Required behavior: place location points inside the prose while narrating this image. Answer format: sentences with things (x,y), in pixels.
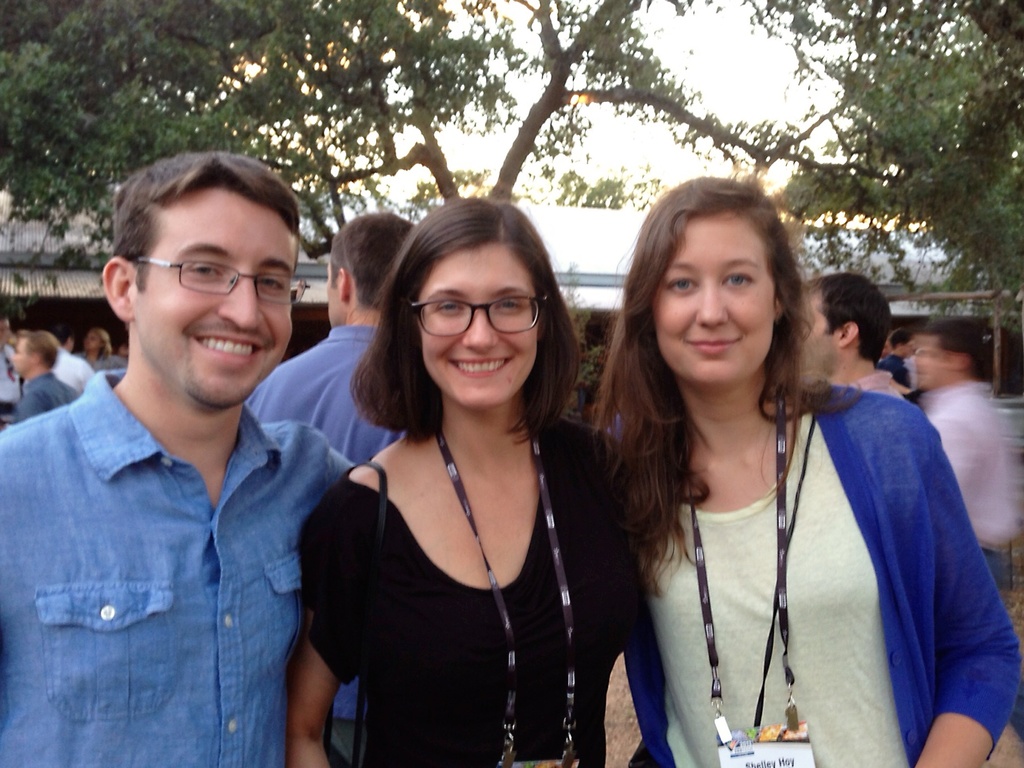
In this image, there are three people (481,561) standing and smiling. Behind these people (113,383), I can see a group of people (378,321) standing. In the background (576,221), there is a building (533,207), trees (328,76) and the sky (720,64).
